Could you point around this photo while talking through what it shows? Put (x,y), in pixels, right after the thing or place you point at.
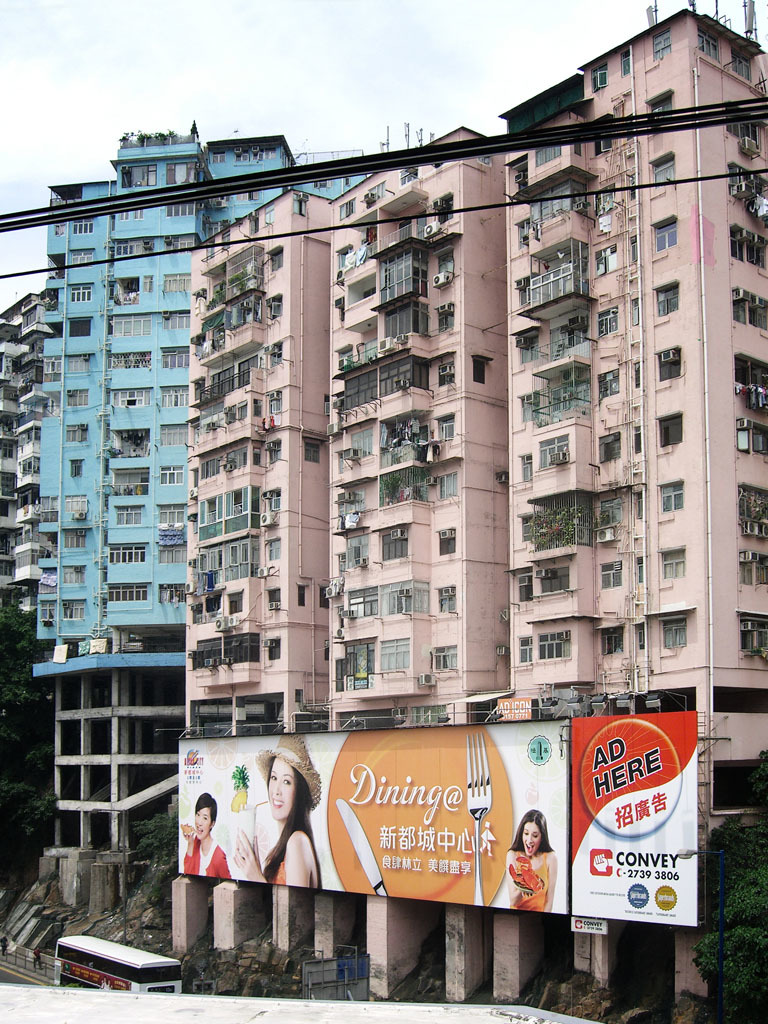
Bottom of the image (151,968) there are some vehicles (93,957). In the middle of the image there is a hoarding (220,761). Behind the hoarding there are some buildings (325,281). Top of the image (442,119) there are some clouds (592,56) and sky (492,87). Bottom right side of the image (717,921) there are some trees (767,818). Bottom left side of the image (15,850) there are some trees (0,684).
